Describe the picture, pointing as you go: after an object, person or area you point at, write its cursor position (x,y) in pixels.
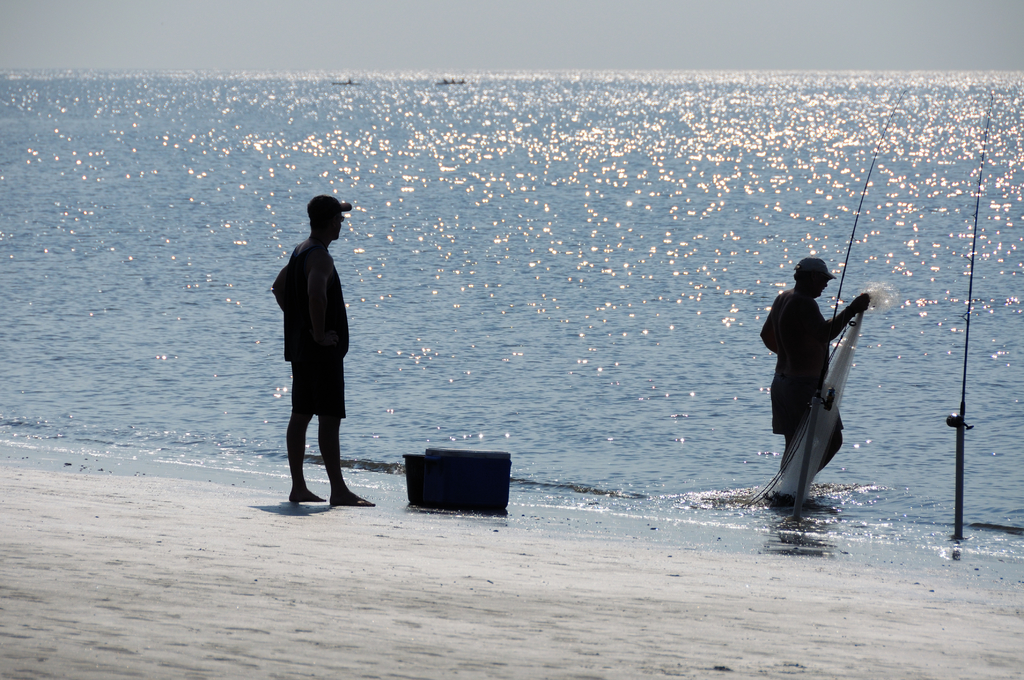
In this image I see 2 men (783,301) who are wearing caps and I see that this man (831,322) is holding a fishing rod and other thing (794,478) in his hands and I see another fishing rod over here and I see a thing (462,502) over here and I see the sand (535,509). In the background (493,350) I see the water (37,274) and the sky (387,58).
